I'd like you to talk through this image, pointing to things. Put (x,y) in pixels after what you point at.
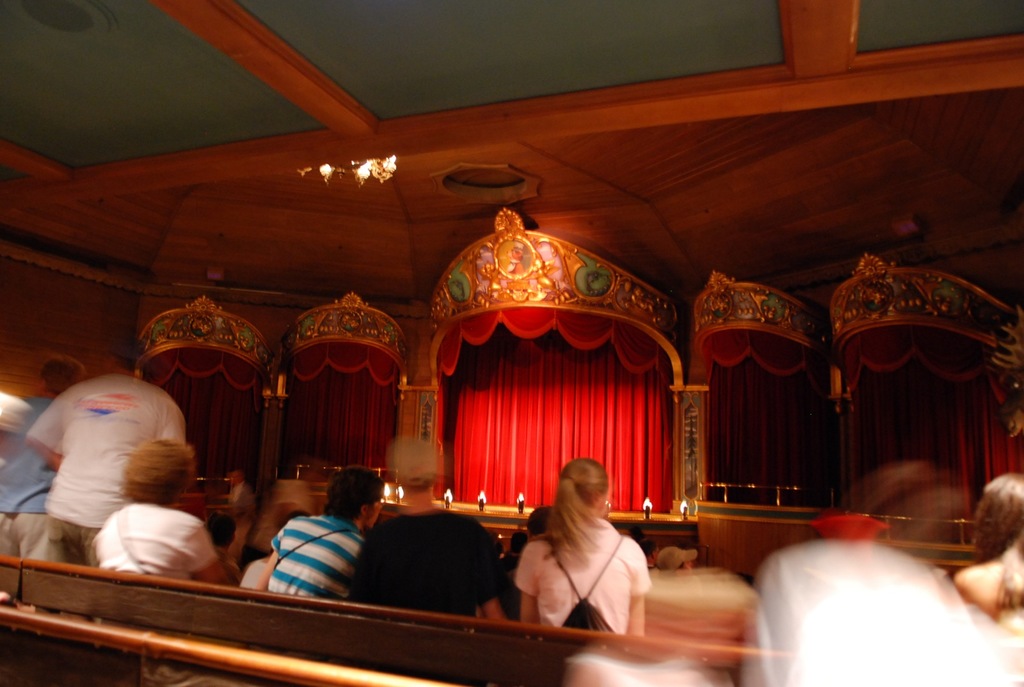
In this picture I can see few people (799,579) sitting in the bench (249,619) and couple of them standing and I can see lights (329,167), curtain (514,419) and it looks like a auditorium (528,404).
